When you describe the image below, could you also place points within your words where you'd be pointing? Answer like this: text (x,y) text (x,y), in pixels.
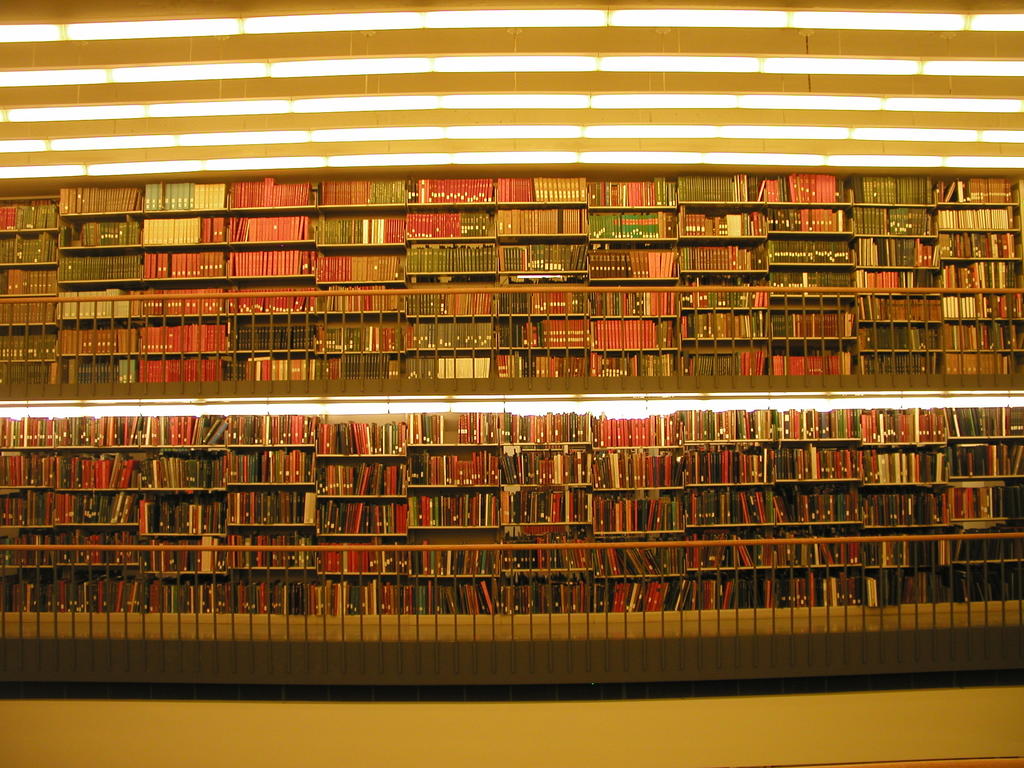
In this image I can see shelves (373,311) which has books (458,430). I can also see lights (278,134).
